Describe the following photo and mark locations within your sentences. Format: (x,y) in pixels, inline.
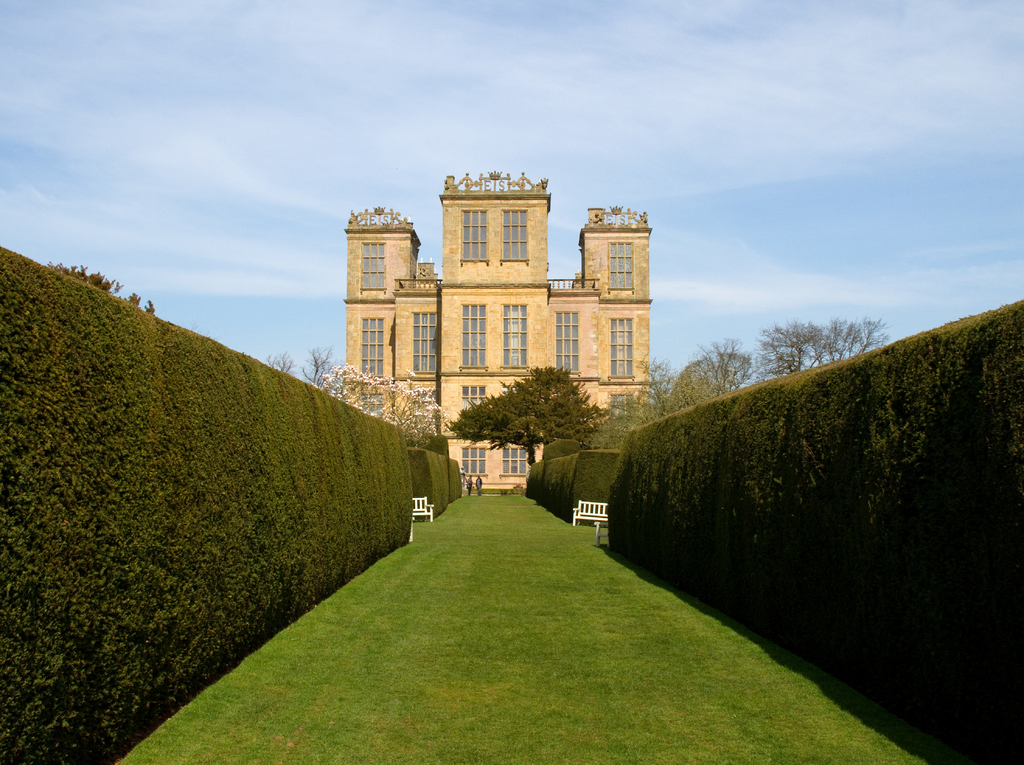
At the bottom of the picture (513,633), we see the grass (550,596). On either side of the picture, we see privet hedge plants (843,515). We see two white benches (587,502). In this picture, we see two people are standing. There are trees (642,406) and a castle (463,408) in the background (490,300). At the top (642,151), we see the sky (669,141).
